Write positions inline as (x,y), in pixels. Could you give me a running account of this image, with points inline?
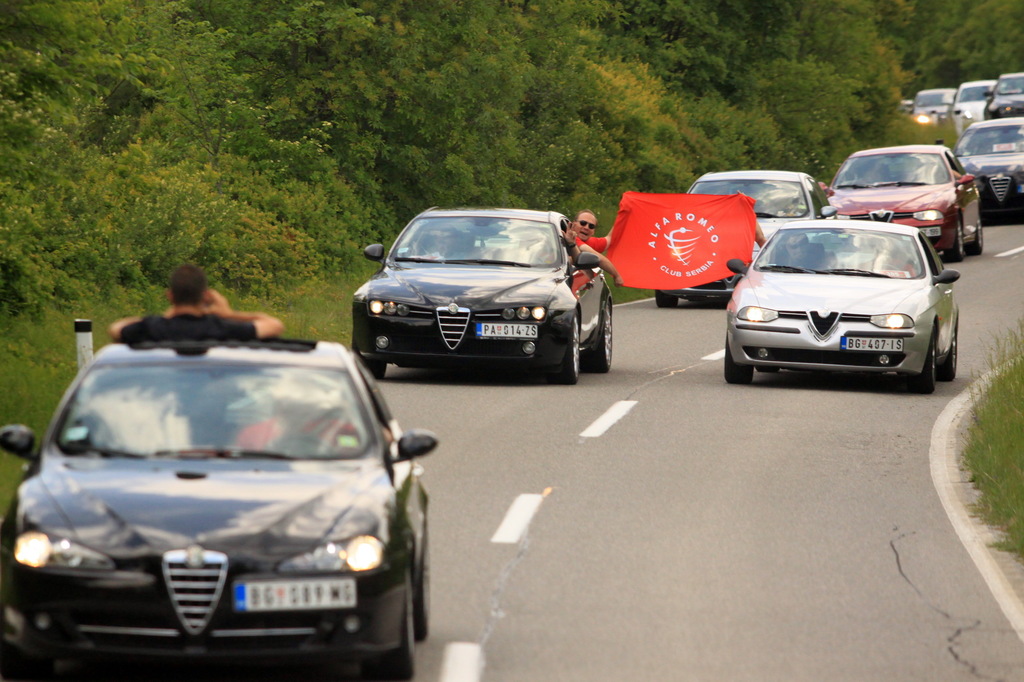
In the foreground of the picture (520,320) there are cars (455,363), flag (664,271), people (611,266) and grass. In the background (509,138) there are trees (723,121) and cars (964,107).
